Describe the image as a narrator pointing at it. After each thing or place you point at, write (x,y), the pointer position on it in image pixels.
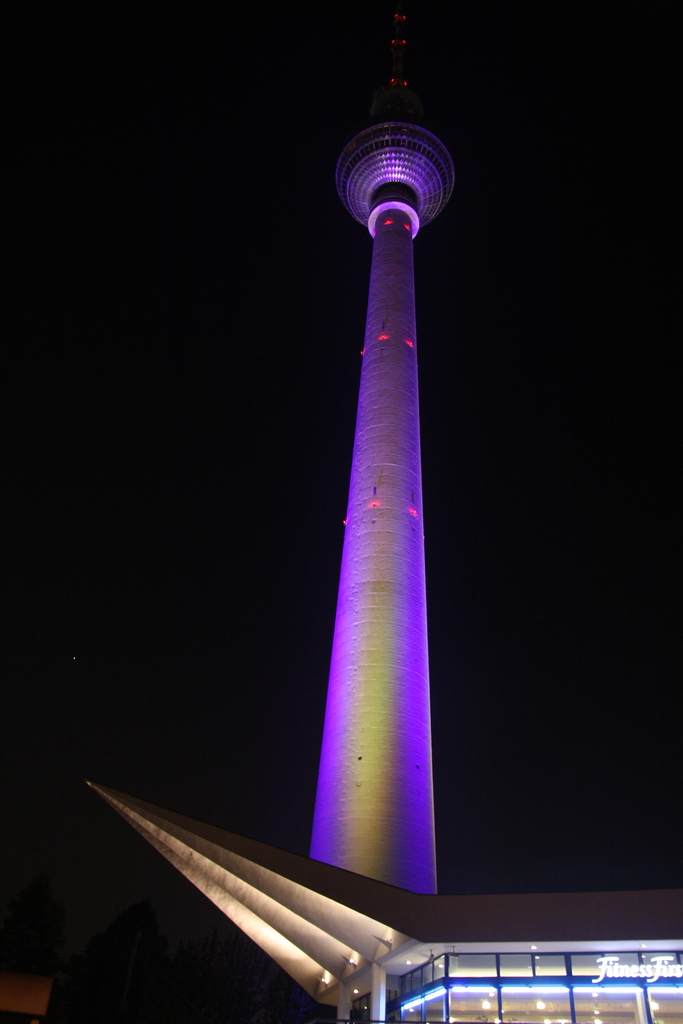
Background (198,701) portion of the picture is dark. In this picture we can see a tower (374,688). On the right side of the picture (602,965) it looks like a building (374,1004). We can see lights (589,993) and text (637,975).
